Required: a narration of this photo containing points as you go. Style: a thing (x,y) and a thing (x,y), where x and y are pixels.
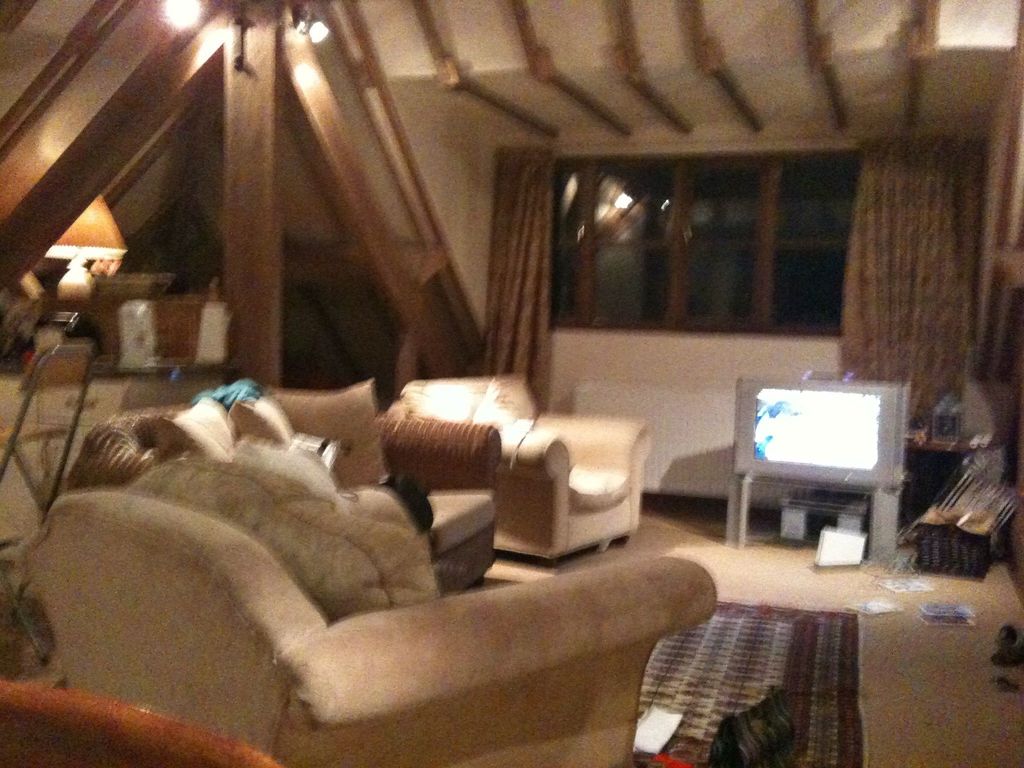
This is the blurred picture of a room (418,524) where we have sofa (557,626), door mat (675,707), television (740,403), and a desk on which some things (917,427) are placed.
